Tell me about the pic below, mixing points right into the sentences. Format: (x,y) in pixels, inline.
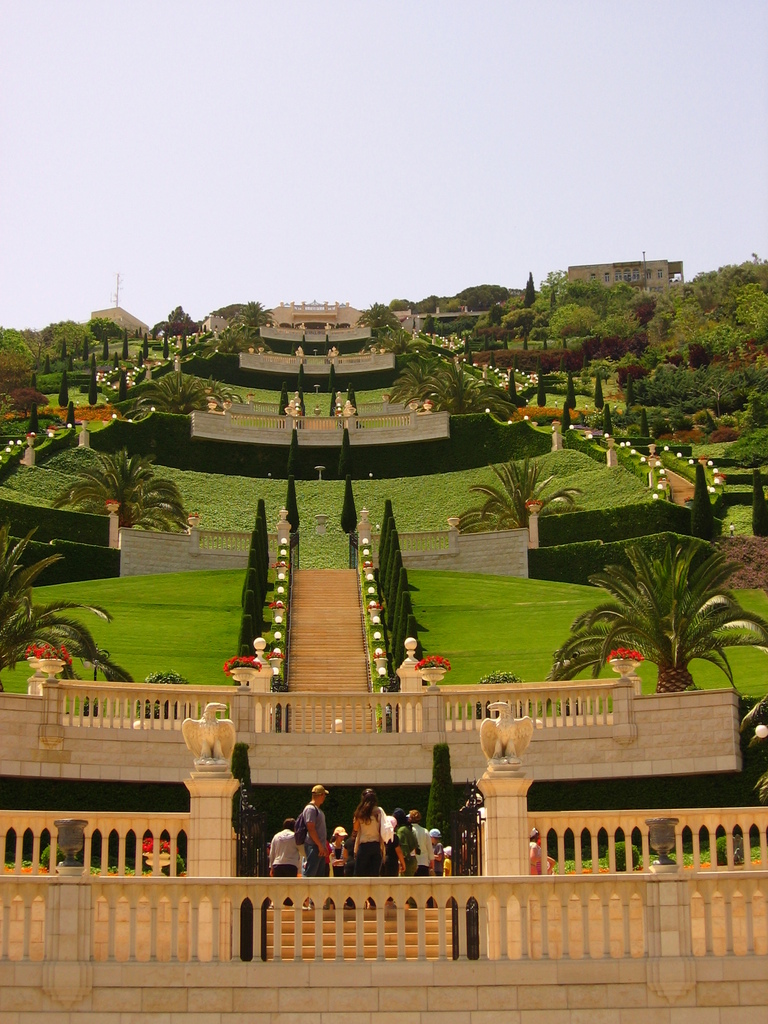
In this picture I can see few people (370,825) standing near staircases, behind there are some staircases (321,634), walls (123,575), trees (261,630) and grass (93,592).
